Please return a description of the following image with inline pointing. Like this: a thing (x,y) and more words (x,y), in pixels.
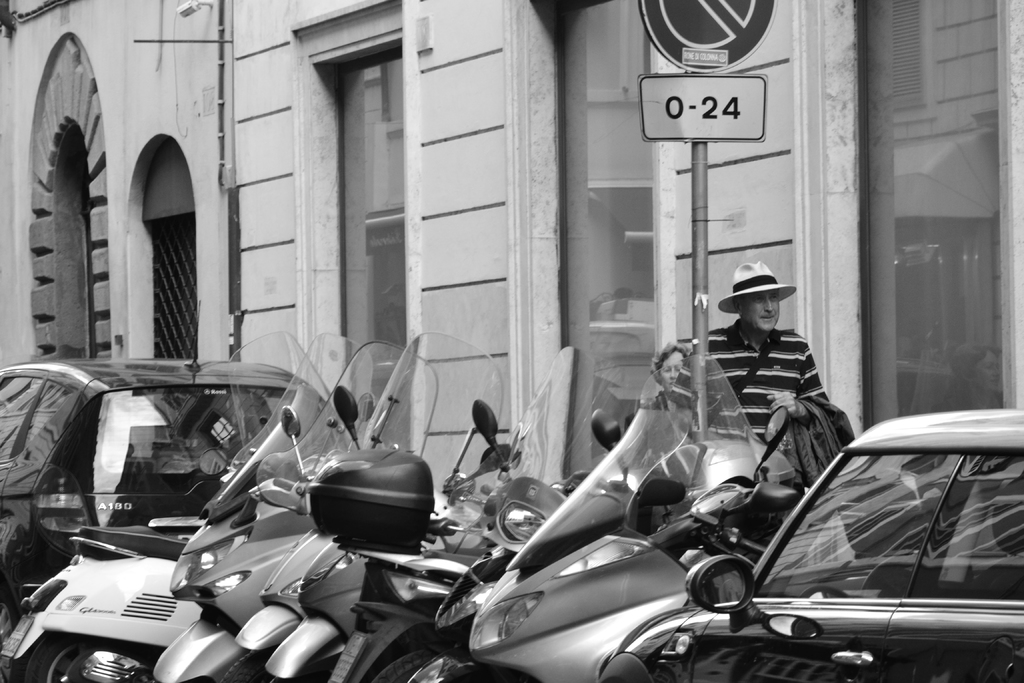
In the foreground of this black and white image, there are few motor bikes (253,527), cars (826,551) and a sign board (702,119). Behind it, there are two people (792,348) and a building (422,165) with glass windows (367,221) and arches (159,169).
